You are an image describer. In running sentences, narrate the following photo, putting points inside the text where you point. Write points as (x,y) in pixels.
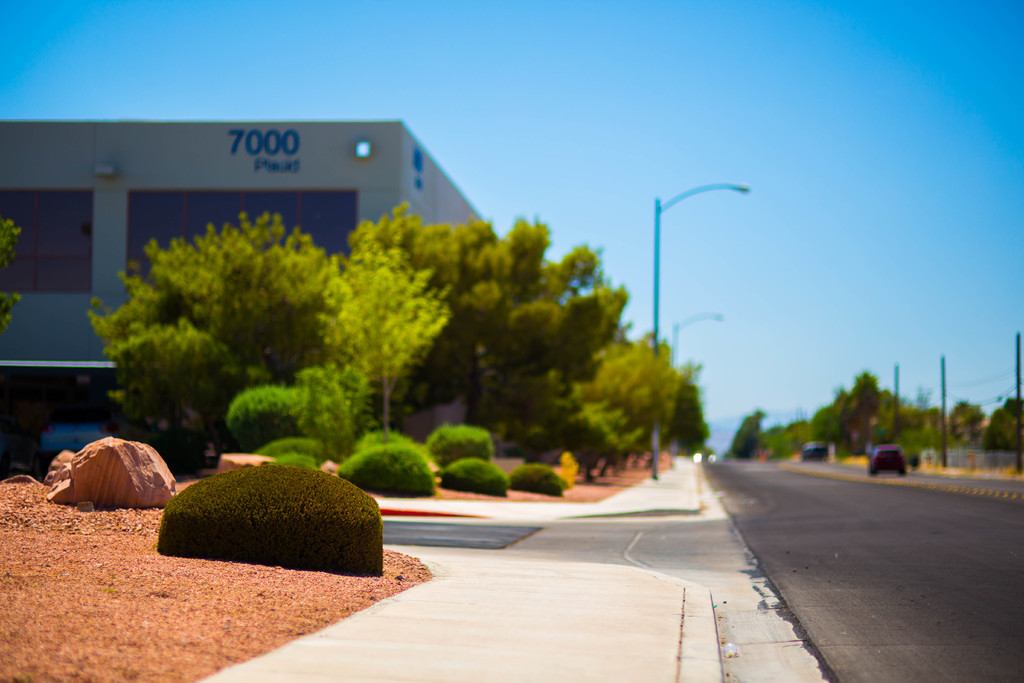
In this picture there is a building (138,142) on the left side of the image (316,135). On the left (301,282) and on the right side of the image (927,409) there are trees (962,425) and there are poles (660,279) on the footpath (575,655). On the right side of the image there are vehicles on the road (986,629). At the top (782,74) there is sky (782,74). At the bottom (924,639) there is a road (793,532) and there are plants (266,415) and stones (95,443) on the mud (100,523).
